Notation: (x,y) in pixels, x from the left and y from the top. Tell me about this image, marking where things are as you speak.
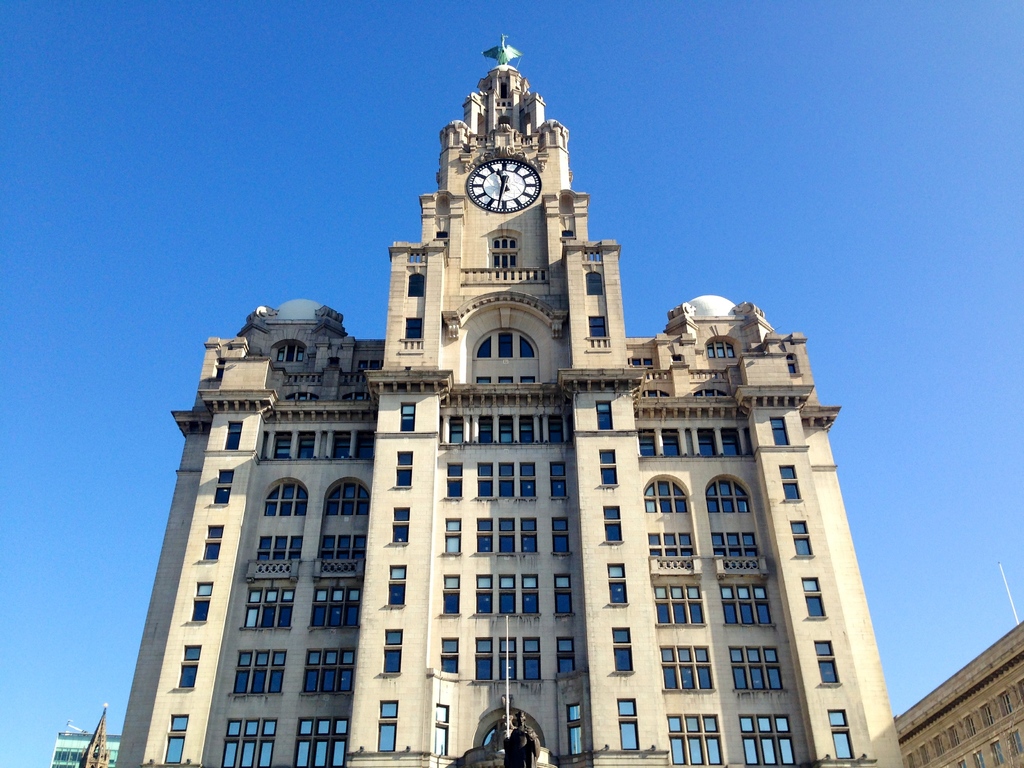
In the middle of the image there is a statue (518,741). Behind the statue (524,725) there is a building (529,516) with glass windows (450,600), walls (428,583) and pillars (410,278). At the top of the building (494,214) there is a clock (509,201). At the top of the image (199,125) is a blue sky (888,363).
